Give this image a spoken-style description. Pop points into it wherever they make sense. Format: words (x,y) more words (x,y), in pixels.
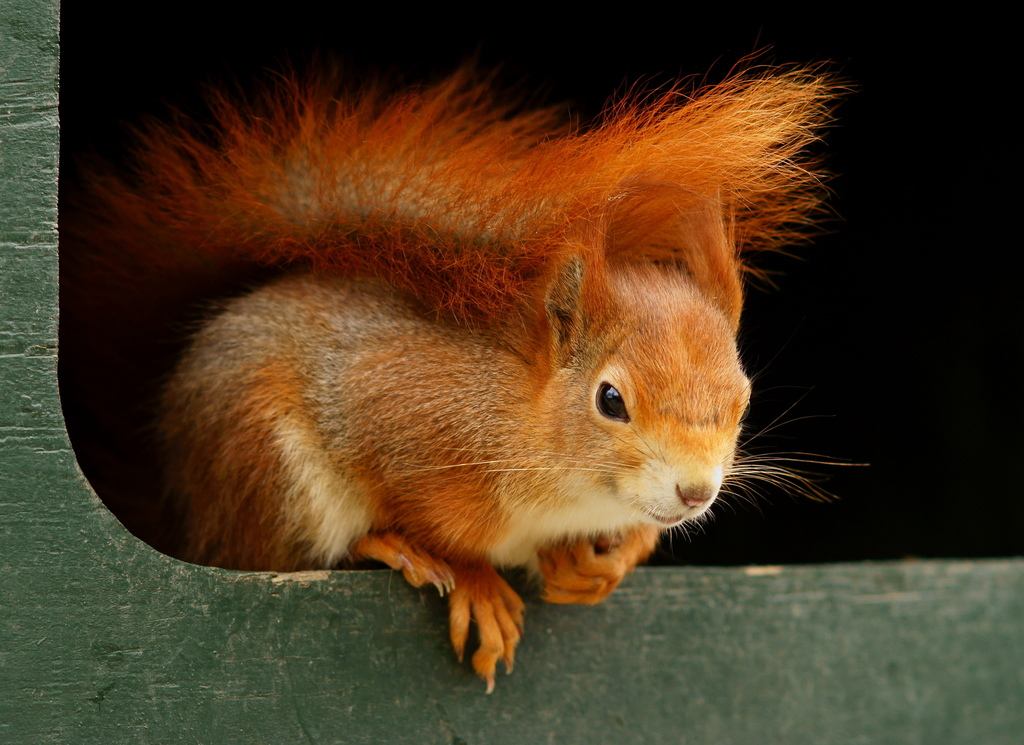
In the center of this picture (399,272) we can see a squirrel (569,467) on an object (528,606). The background of the image (855,220) is black in color.
